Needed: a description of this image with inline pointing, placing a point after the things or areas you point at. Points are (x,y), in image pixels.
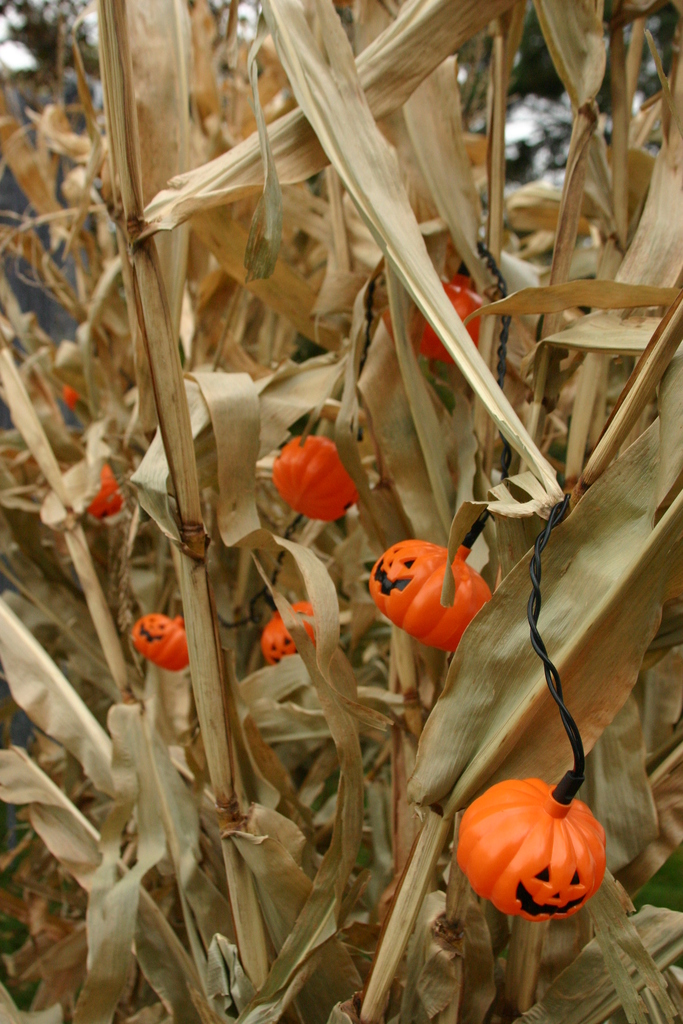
In the image there are dry plants (385,516) with dry leaves (432,489). And also there are decorative lights (366,299) in between them.
